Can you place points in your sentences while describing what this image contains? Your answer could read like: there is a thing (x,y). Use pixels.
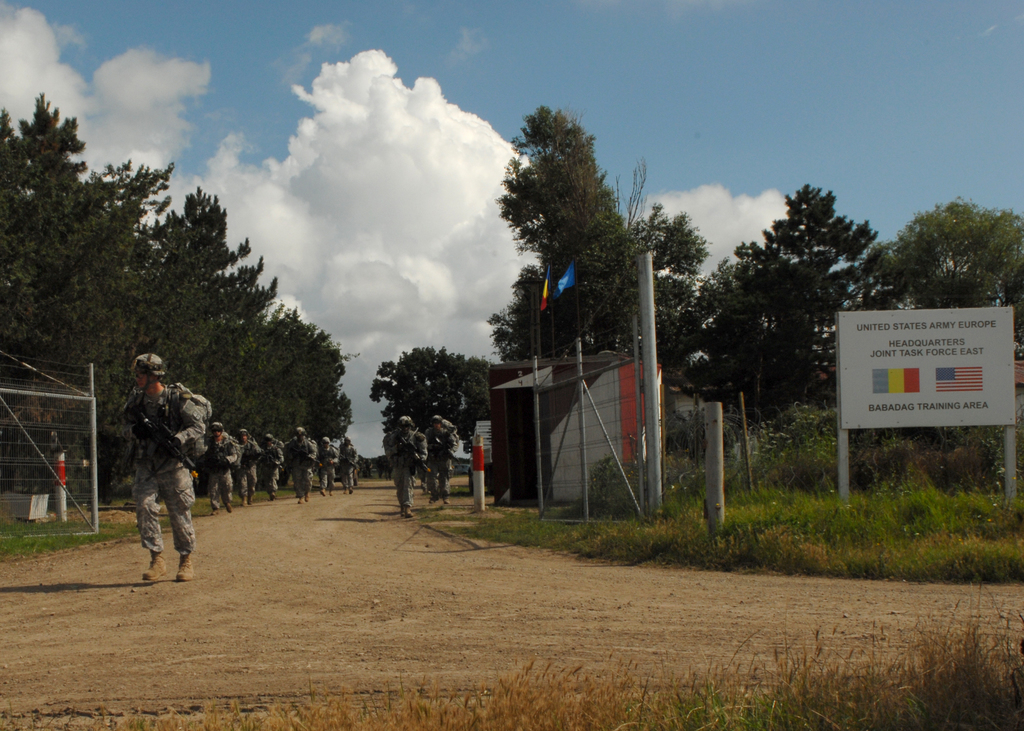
This image is clicked on the road (175,558). There are many people (214,493) walking on the road (326,497). On the either sides of the road (343,500) there are trees (618,309) and grass (679,520) on the ground (724,509). To the right (933,397) there is a board (915,393). There is text (927,354) on the board (930,359). At the top (498,85) there is the sky (489,90). In the center (553,433) there is a cabin (564,408) beside the road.
